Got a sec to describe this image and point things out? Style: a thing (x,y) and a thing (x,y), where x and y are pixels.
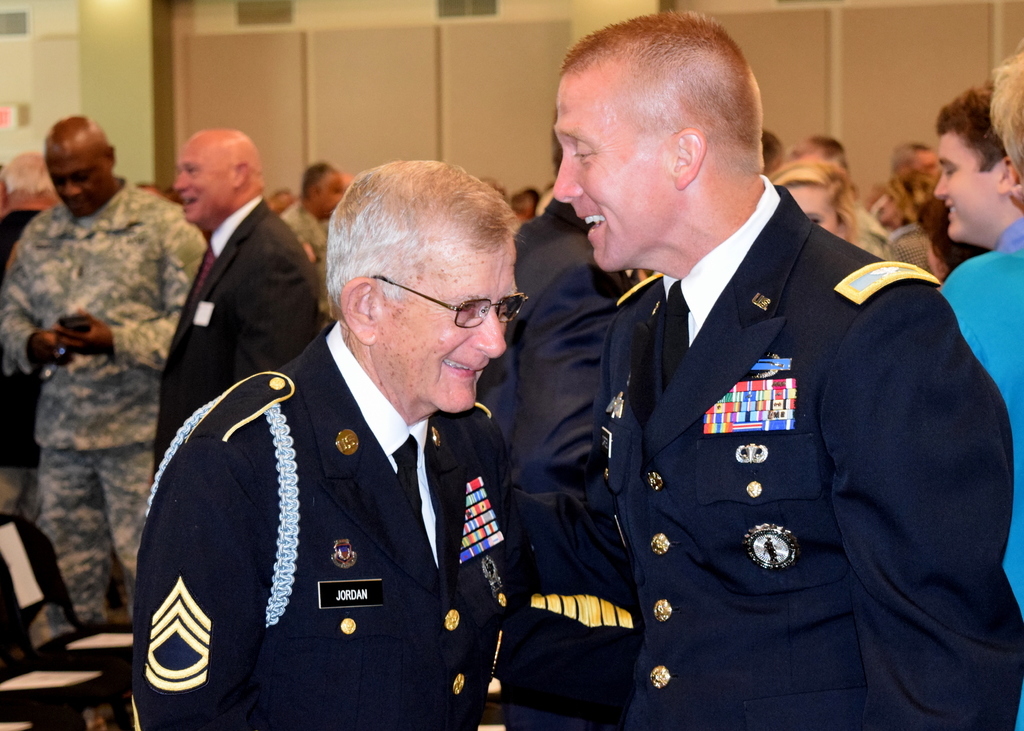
In the picture we can see two men (941,303) are standing face to face and smiling and they are wearing a uniform (348,675) and in the background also we can see many people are standing and talking to each other, in the background (860,150) we can see a wall (203,78).
